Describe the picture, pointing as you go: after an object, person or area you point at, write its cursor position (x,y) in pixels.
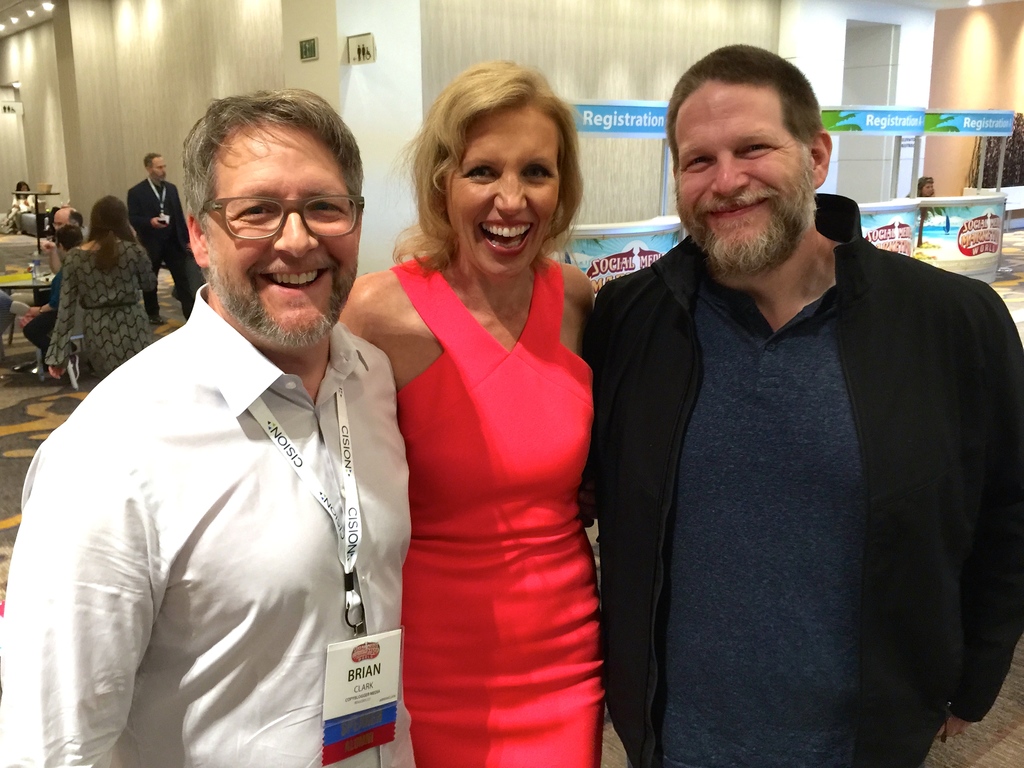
In this image we can see three persons (589,321) with a smiling face (287,338) and behind them, we can see boards (907,111) with texts (997,124), lights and people (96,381).
